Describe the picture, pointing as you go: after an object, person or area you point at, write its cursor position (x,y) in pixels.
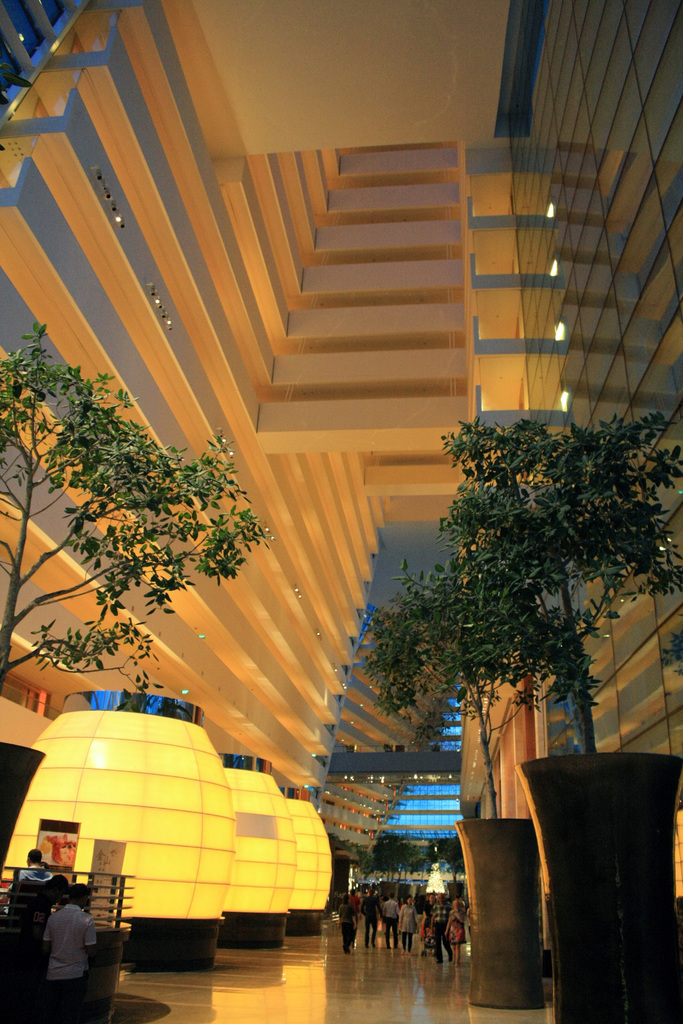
In this image we can see the inside view of a building (433,358). Here we can see people (45,1021), trees (437,869), banners (63,839), lights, and few objects (493,872).
